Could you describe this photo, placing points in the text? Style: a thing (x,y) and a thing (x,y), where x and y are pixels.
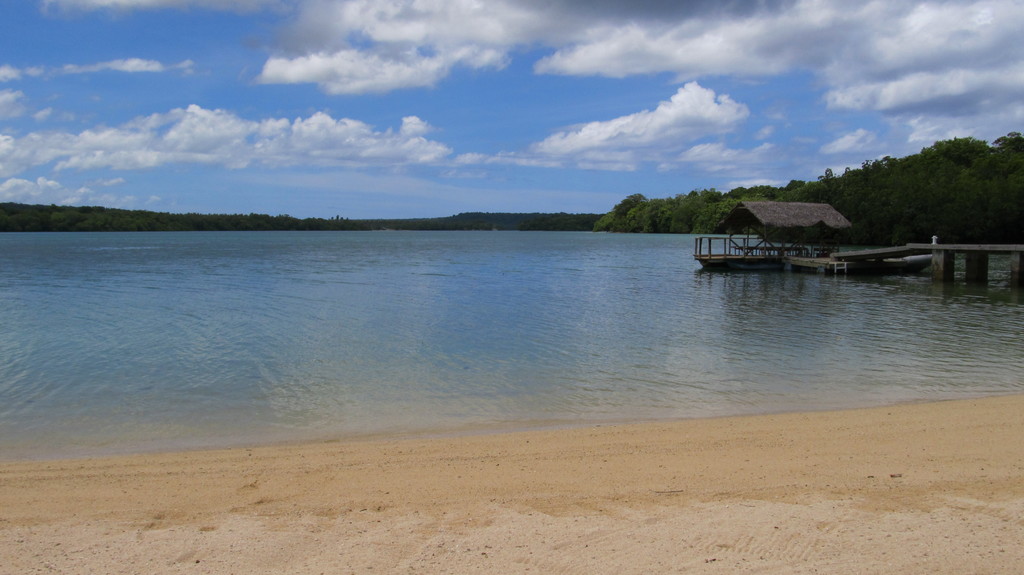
In this picture I can see trees (665,224) and water (474,251) and a wooden bridge (834,261) and a blue cloudy Sky (710,30).
